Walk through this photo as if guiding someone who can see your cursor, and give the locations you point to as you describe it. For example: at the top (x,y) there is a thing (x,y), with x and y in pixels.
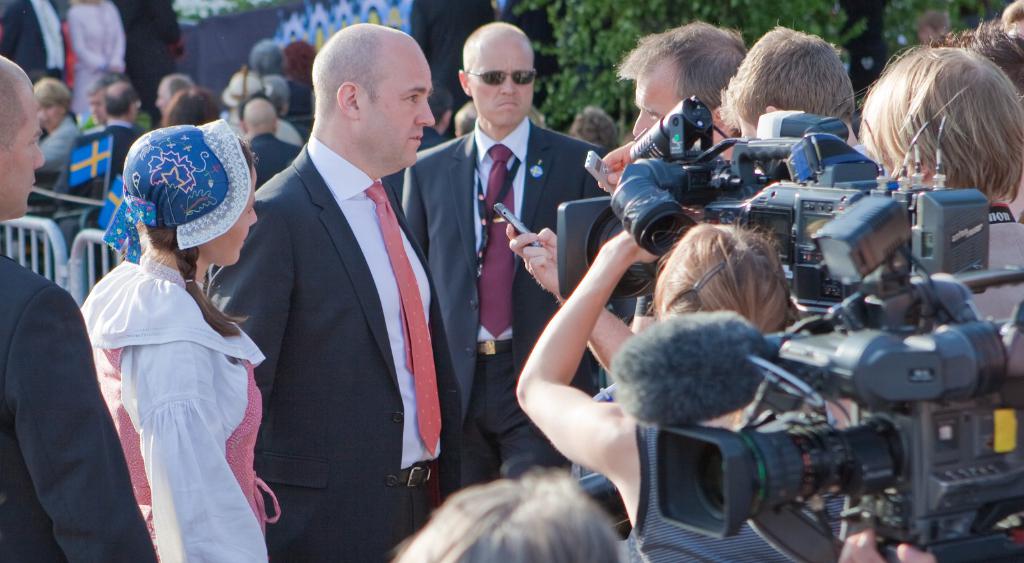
In this image we can see group of persons (500,225) standing. One person (378,306) is wearing a coat (340,234) and tie (408,341). One woman (232,332) is wearing a white dress (175,375) and cap (199,202). To the right side of the image (712,201) we can see a person (685,241) holding camera (749,451) in his hand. In the background (77,157), we can see the group of flags (89,164), metal barricade (89,247), group of trees (573,31).
